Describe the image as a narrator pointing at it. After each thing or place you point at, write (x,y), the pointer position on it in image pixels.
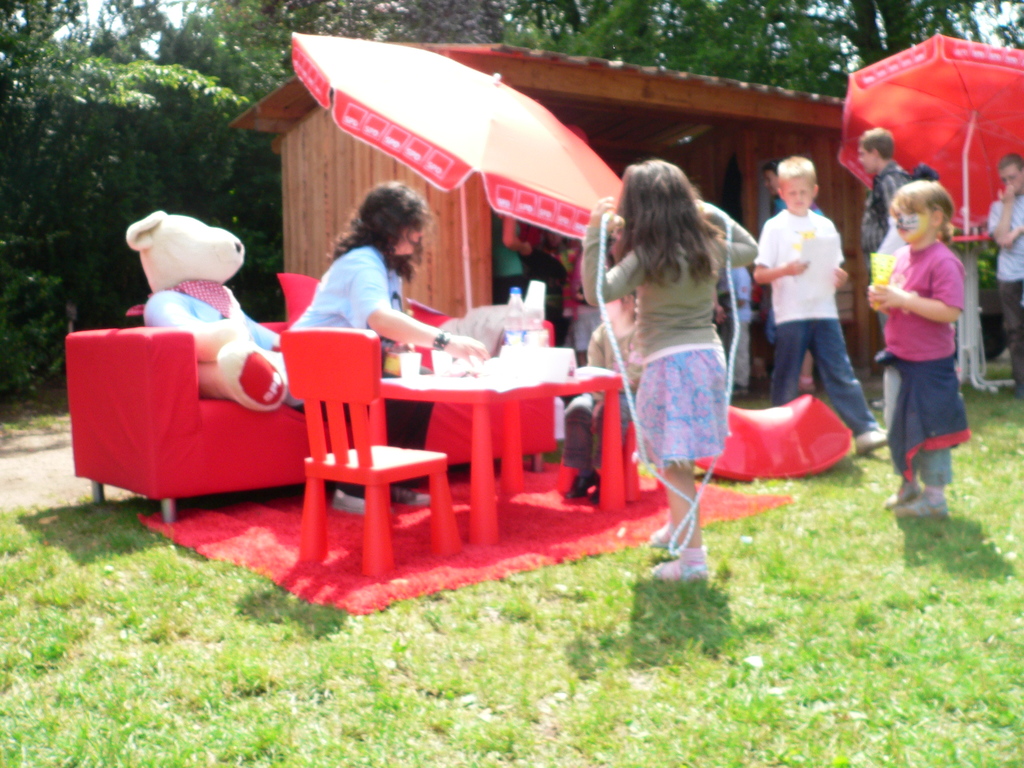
This picture describe about a group of boys and girls (880,233) playing in the play ground (607,708), In center (372,471) we can see the red table (532,394) and chair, person (435,337) sitting and arranging the games (477,371) for kids (929,395), Behind we have big teddy (202,317), Umbrella (420,165) on the top (385,120) for shelter, on right (939,294) we can see small girl (912,320) wearing pink t-shirt (923,280) standing and holding a cup (878,274). Behind we can see the trees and wooden hut (855,315).
